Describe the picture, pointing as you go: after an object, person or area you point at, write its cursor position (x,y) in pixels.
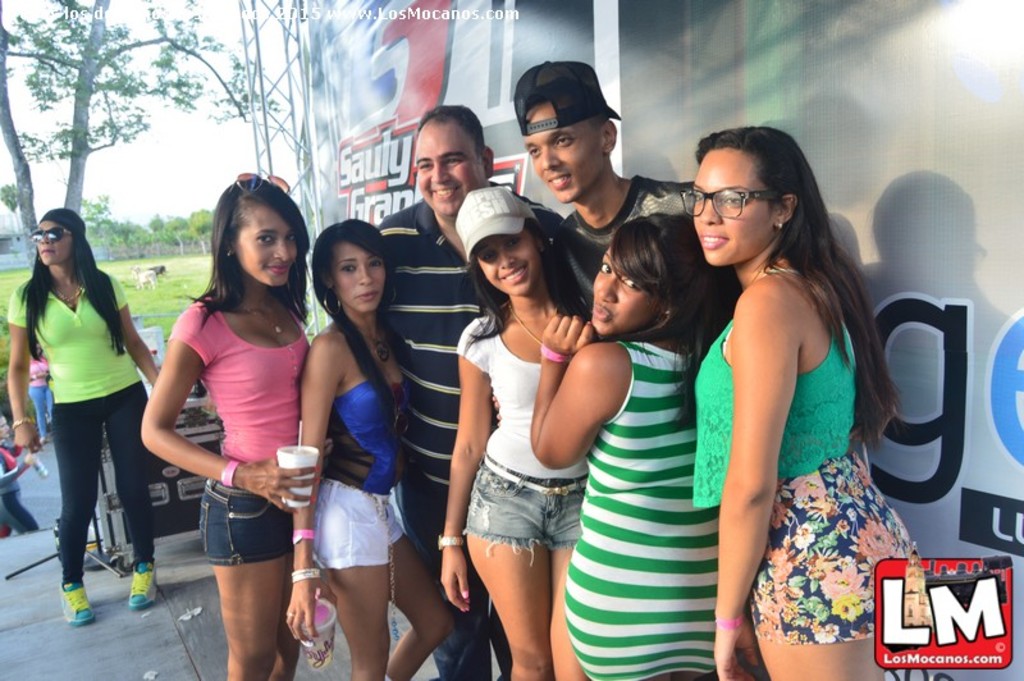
In the middle of this image (356,239), there are persons (279,412) in different color dresses (431,228), smiling and standing. On the bottom right (926,557), there is a watermark (934,624). On the left side (127,419), there is a woman (64,319) in light green color t-shirt (85,349), standing on a stage (167,605). On the right side (926,331), there is a banner (451,69). At the top of this image (79,10), there is a watermark (277,18). In the background (21,153), there are trees (108,250), persons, a road (34,497) and grass (172,284) on the ground (124,269) and there are clouds (189,165) in the sky (204,69).
